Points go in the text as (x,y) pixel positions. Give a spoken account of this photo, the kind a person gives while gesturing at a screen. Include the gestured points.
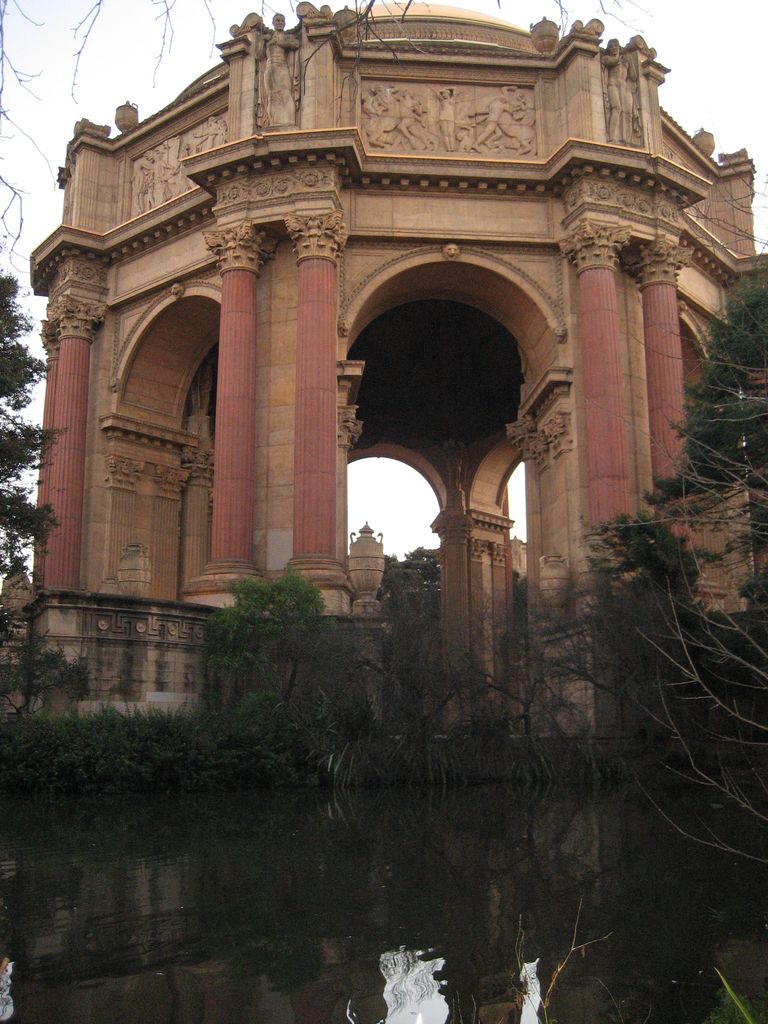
In the foreground (167,930) we can see the water (567,1018). Here we can see the trees (735,421) on the left side (25,641) and the right side (757,419) as well. Here we can see the palace of fine arts (509,390). Here we can see the arch design construction (438,461). Here we can see the statues (288,122) on the top (494,116).
